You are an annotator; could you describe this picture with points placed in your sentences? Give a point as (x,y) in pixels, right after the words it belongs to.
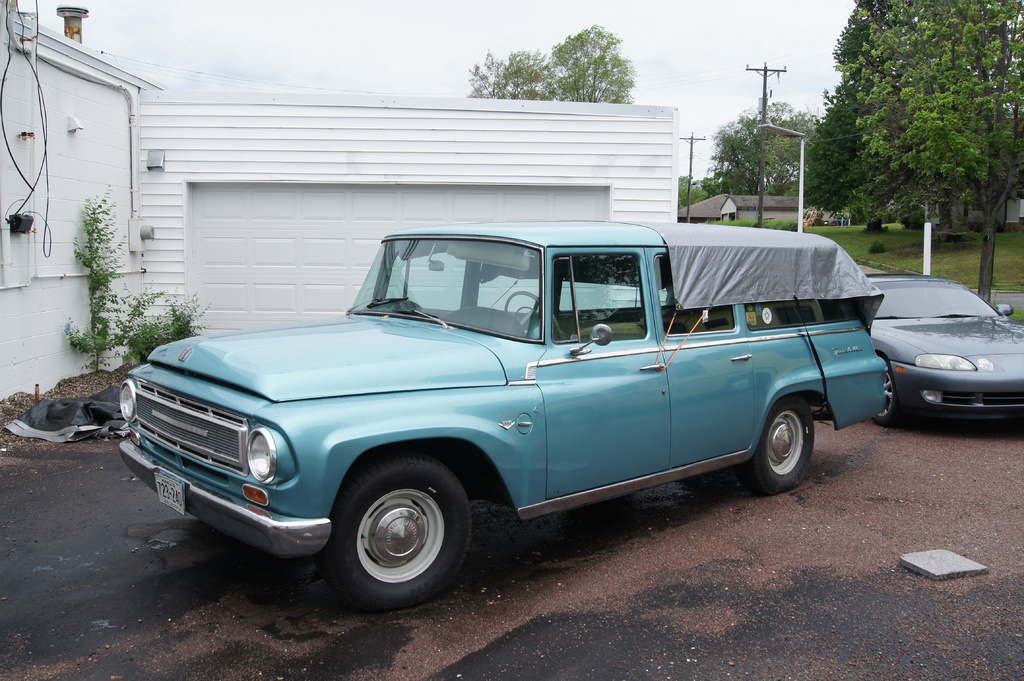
In this picture we can see two cars (887,419) in the front (776,348), on the left side (171,177) there is a wall (160,253) and plants (94,284), in the background (230,276) we can see a house (746,211), trees (783,173), poles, grass (866,243) and some plants (782,226), there is the sky (702,49) at the top of the picture (667,31).
